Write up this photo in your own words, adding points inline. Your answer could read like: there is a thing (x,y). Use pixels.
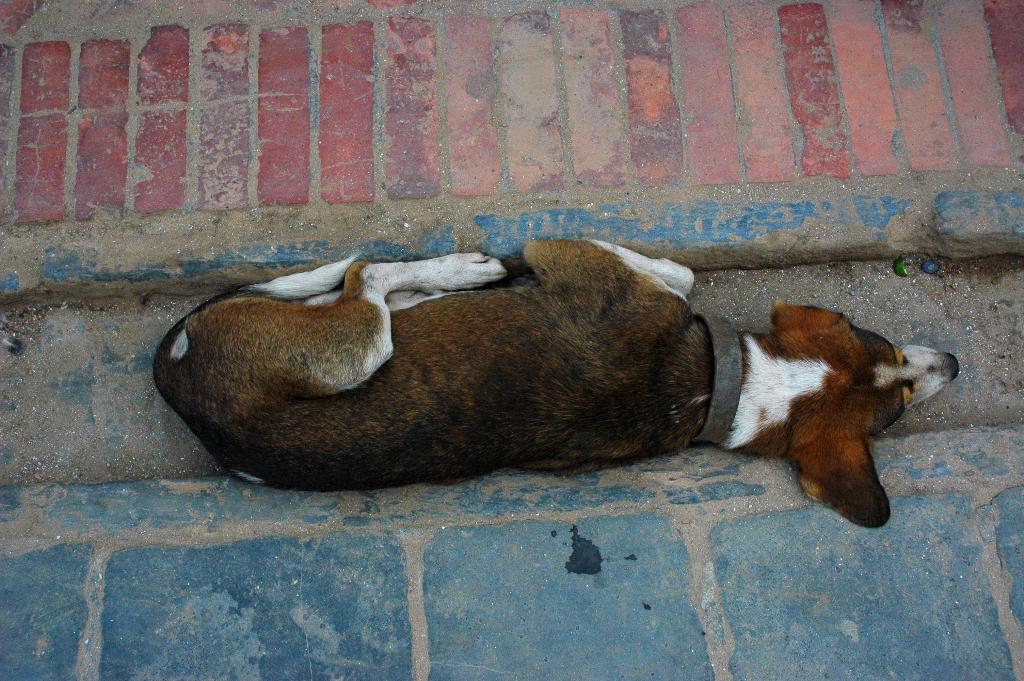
In the center of the image (489,378) a dog (644,364) is lying. In the background of the image (514,601) we can see the ground (147,357).
